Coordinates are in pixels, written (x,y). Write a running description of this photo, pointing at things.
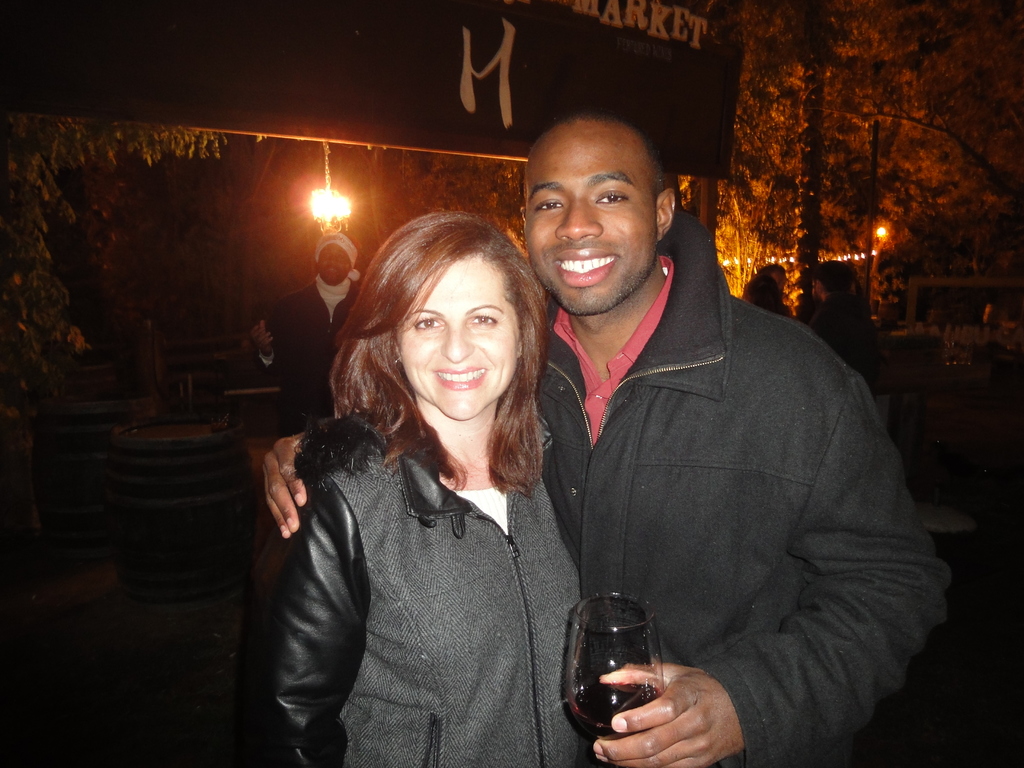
In the picture we can see a man (650,307) and a woman (495,437) standing together they are wearing a jacket (621,401) and a man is holding a wine glass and they are smiling and behind them, we can see a shop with a person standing and to the shop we can see a light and besides we can see trees (990,113) and light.
